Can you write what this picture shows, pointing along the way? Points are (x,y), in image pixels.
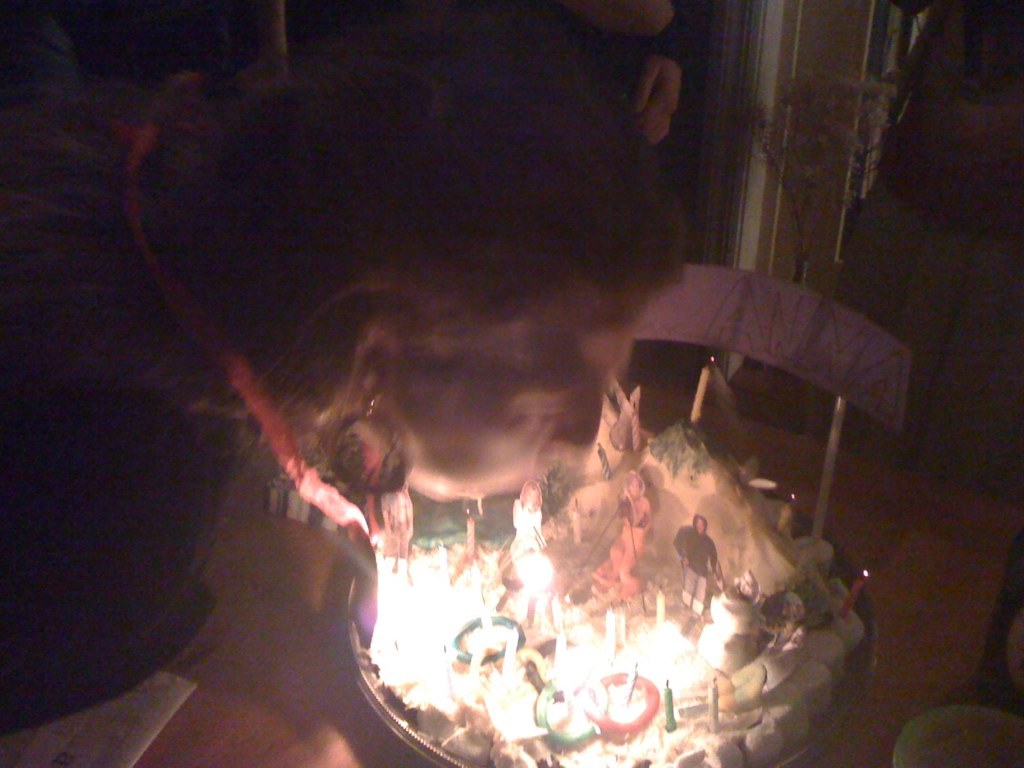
In the image there is a woman (541,412), she is blowing the candles (400,657) on a cake (652,634) in front of her, the cake (725,560) is kept on a table (319,677).
